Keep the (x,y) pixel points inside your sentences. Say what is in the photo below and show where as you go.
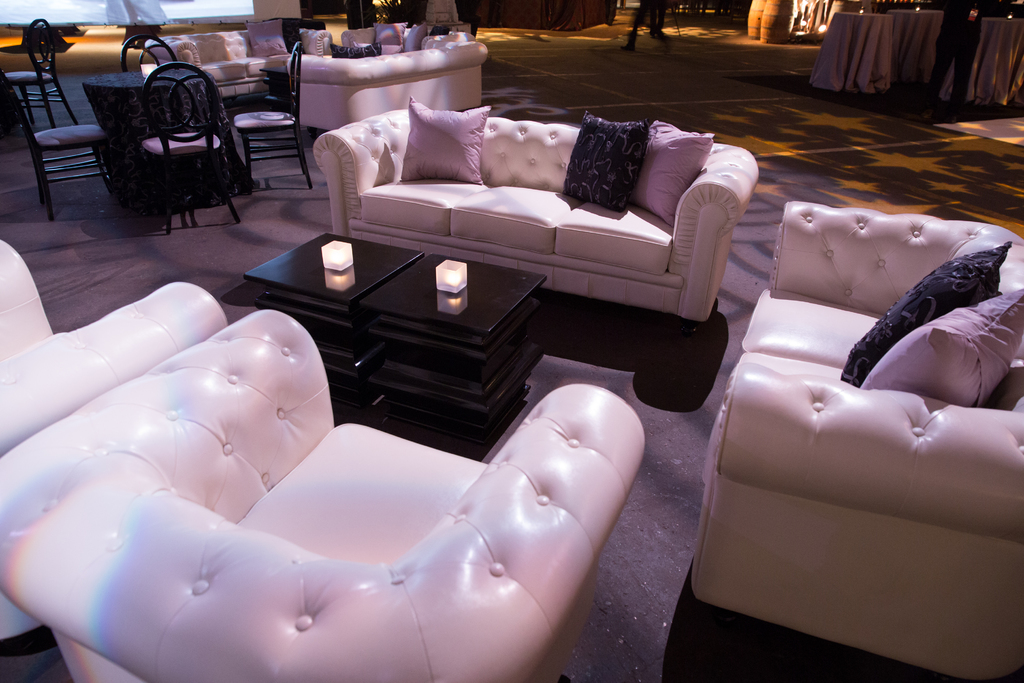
In this picture we can see the inside view of a hall (724,624). These are the sofas (702,264) and there are pillows (648,149). Here we can see a table (476,337) and there are lights (347,259).
